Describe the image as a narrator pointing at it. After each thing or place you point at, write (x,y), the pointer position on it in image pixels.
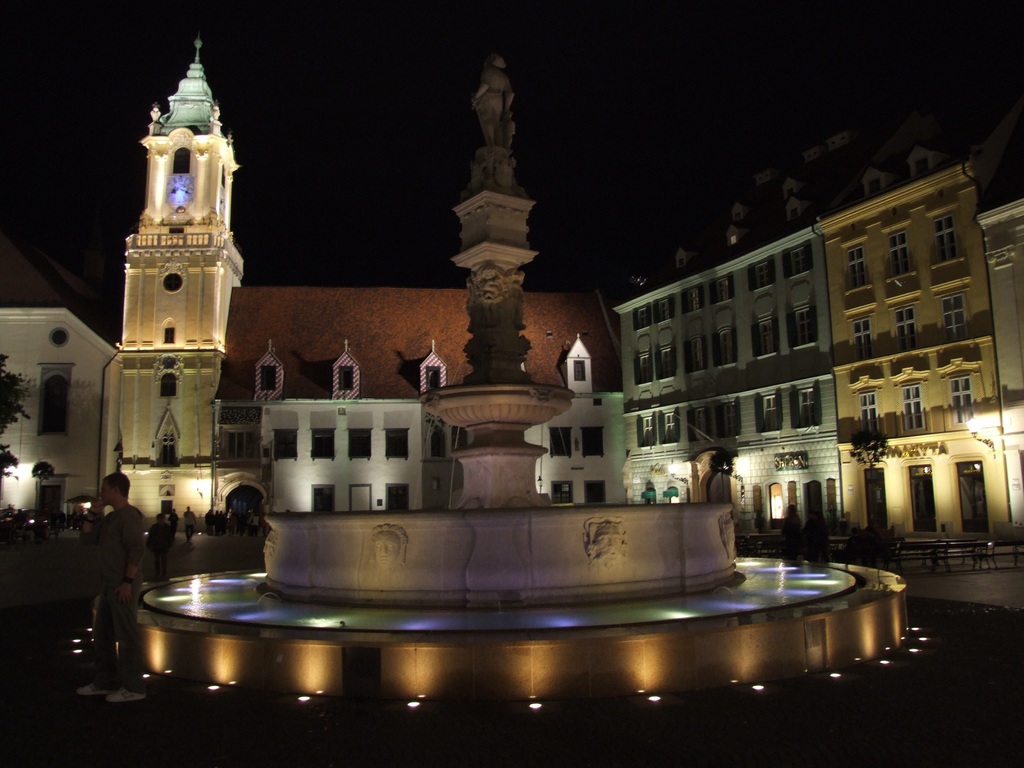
In this picture there are buildings (51,334) and there is a clock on the wall (229,215). On the left side of the image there is a tree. In the foreground (188,627) there is a statue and there are group of people (856,552) and there are benches (902,554) and there are lights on the wall (654,392). At the top (289,218) there is sky (334,216). At the bottom (993,686) there is a road (946,658).
